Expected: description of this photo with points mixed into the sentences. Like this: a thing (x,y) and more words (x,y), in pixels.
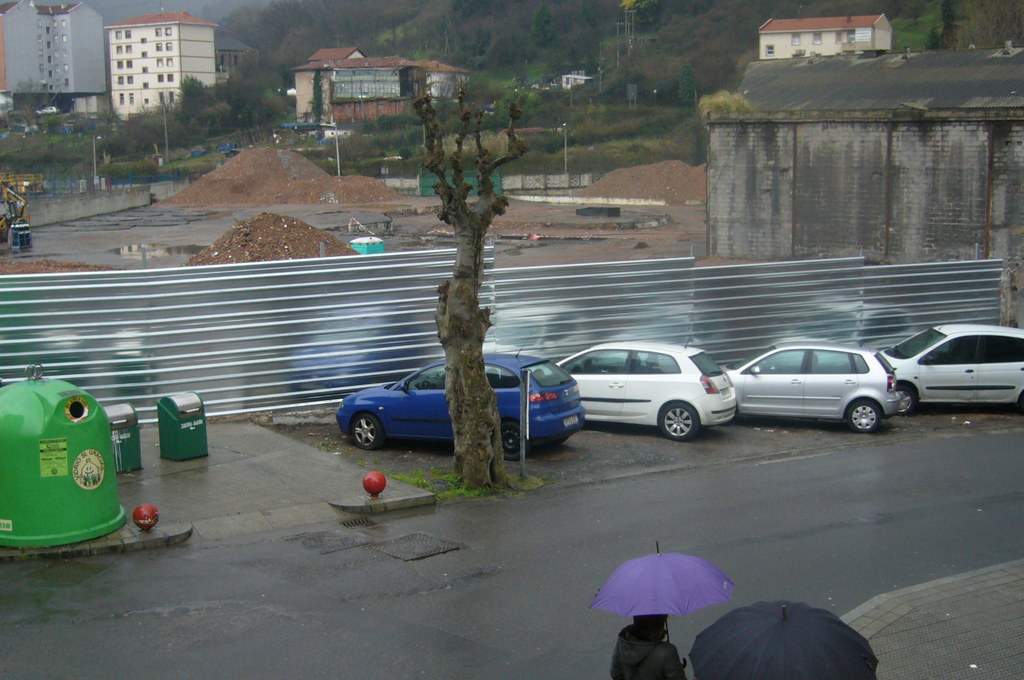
In the image there are few cars (570,377) parked beside a wall (590,310) made up of some metal sheets (698,339) and behind the wall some construction work (154,233) is going on and around that area there are many buildings (219,49) and houses (196,54), in between the houses (237,57) there are many trees (577,93) and plants (552,114). Besides the cars (608,350) there is a dry tree (464,226) and on the footpath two people (635,638) were walking along with the umbrellas (742,620). Beside the cars (519,408) there are two dustbins (178,402).
